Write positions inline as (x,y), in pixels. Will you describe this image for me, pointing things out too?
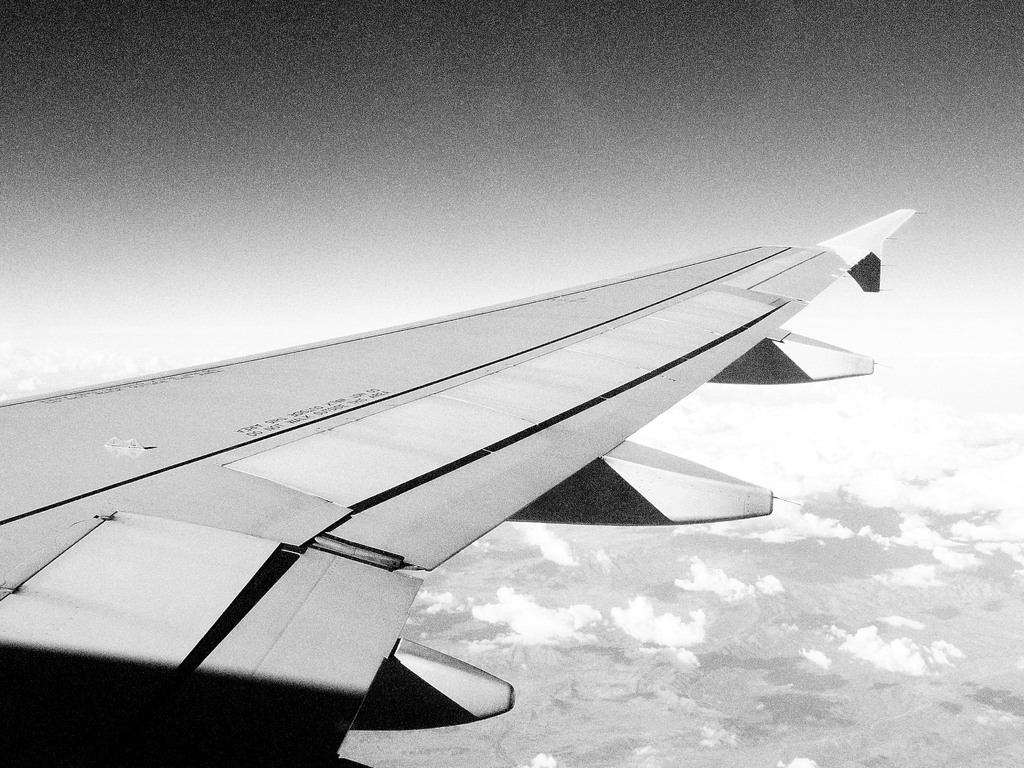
In this picture I can see there is a air plane wing (585,468) and in the backdrop (629,725) there are mountains (822,635) and some clouds (783,490) passing by.
